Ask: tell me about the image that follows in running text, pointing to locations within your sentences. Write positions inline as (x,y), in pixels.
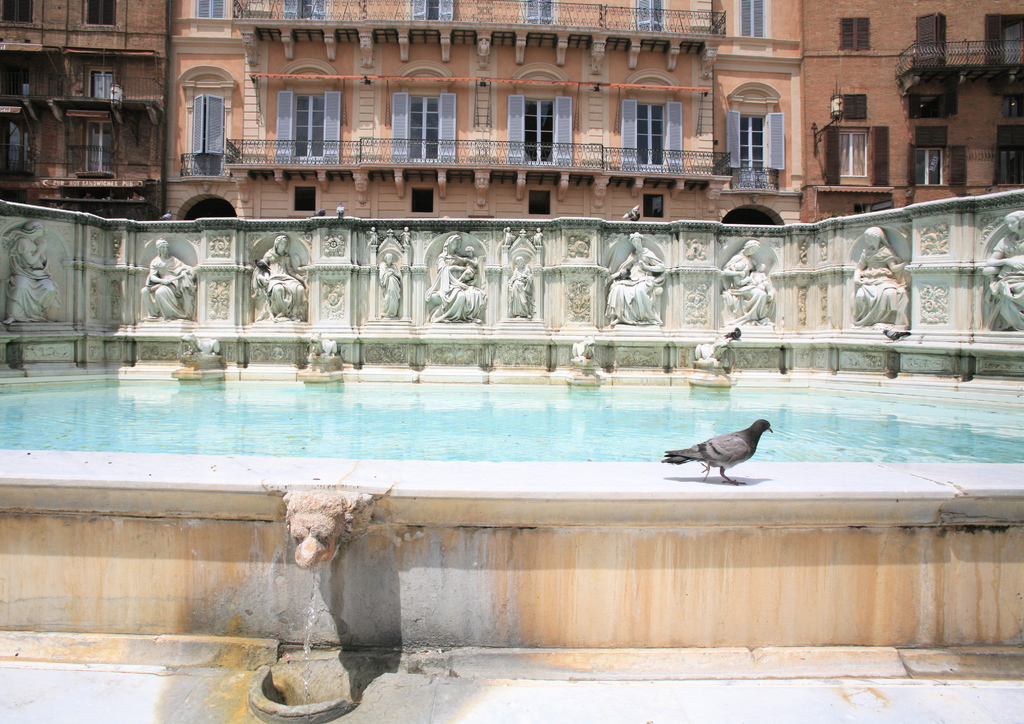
Here in the front (232,430) we can see a pool (727,400), which is filled with water (10,405) present over there and we can also see a bird (724,466) present and around it we can see a wall (41,327), on which we can see statues (1014,275) present and behind that we can see buildings (93,143) present and we can see windows (206,141) on it present over there.
